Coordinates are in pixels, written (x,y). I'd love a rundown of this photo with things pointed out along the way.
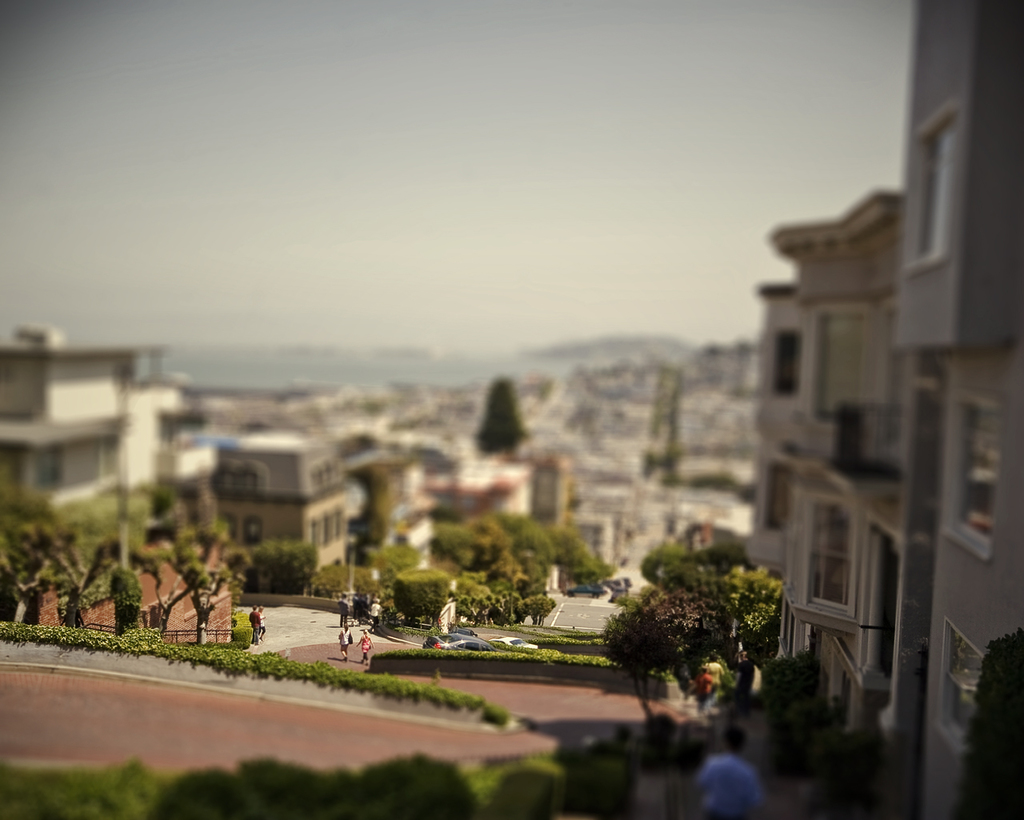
In this image we can see many trees (668,444) and plants (460,533). There are few people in the image. We can see the sky (438,205) in the image. There is a walkway (562,708) in the image.
